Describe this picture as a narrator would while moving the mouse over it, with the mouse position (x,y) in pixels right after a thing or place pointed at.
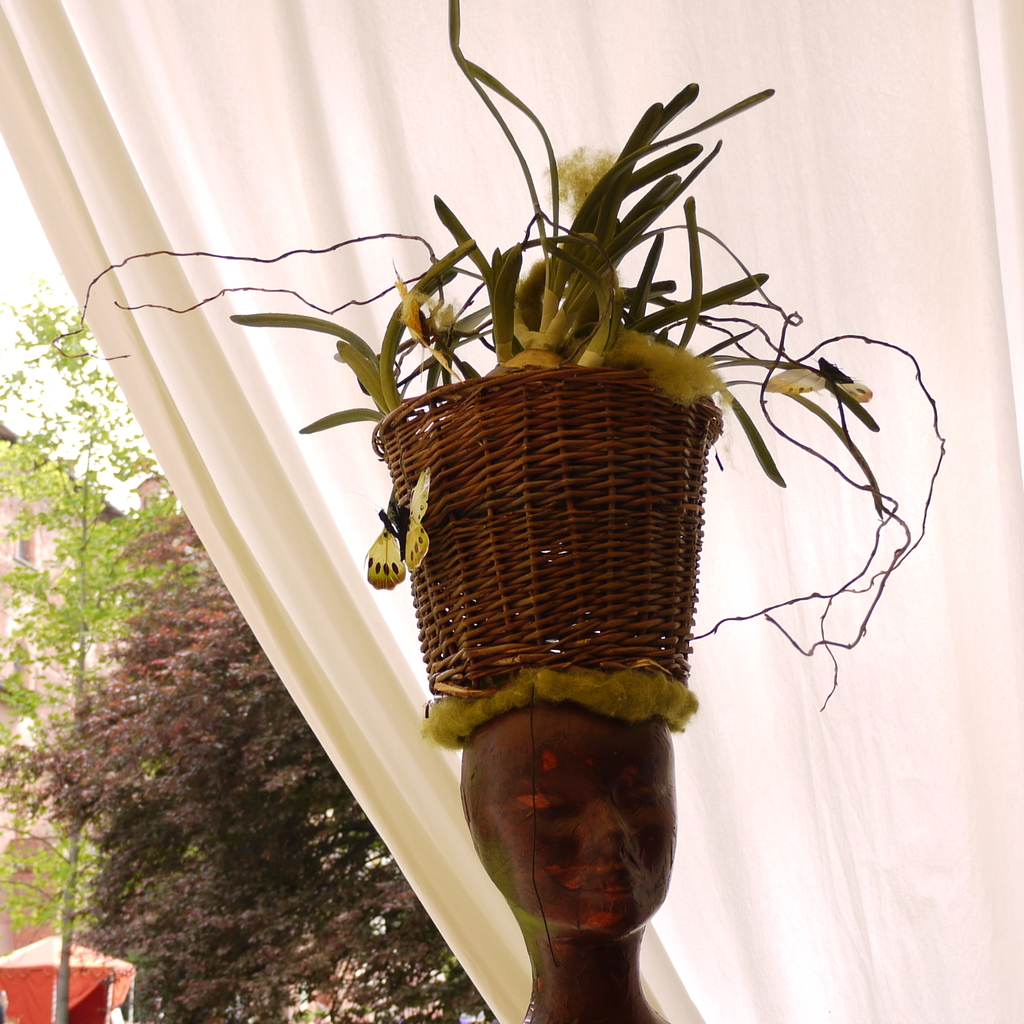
In this image in front (605,868) there is a depiction of a person (582,831). On top of it there is a basket (559,496) with plants (435,282) in it. Behind the basket (466,475) there is a curtain (934,858). In the background of the image (10,485) there are buildings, trees (192,754) and sky (6,209).
